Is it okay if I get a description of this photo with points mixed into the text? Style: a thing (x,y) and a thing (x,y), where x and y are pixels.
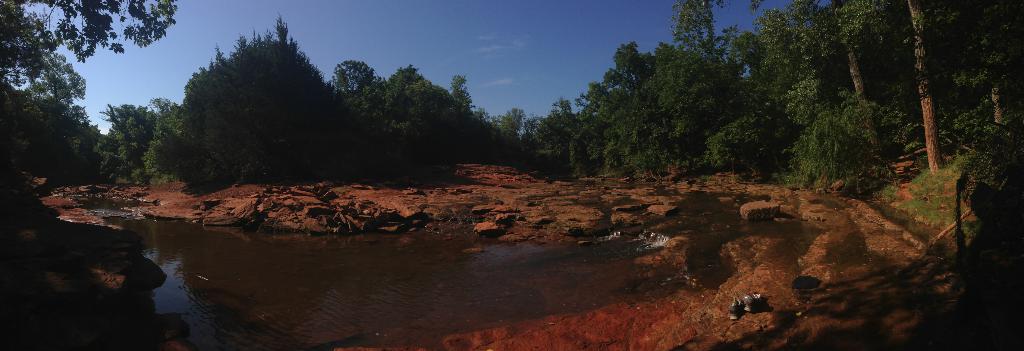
At the bottom of the picture (261,249), we see water (367,276) and rocks (526,228). There are many trees (460,92) in the background (699,87). At the top of the picture (508,70), we see the sky (503,66).
